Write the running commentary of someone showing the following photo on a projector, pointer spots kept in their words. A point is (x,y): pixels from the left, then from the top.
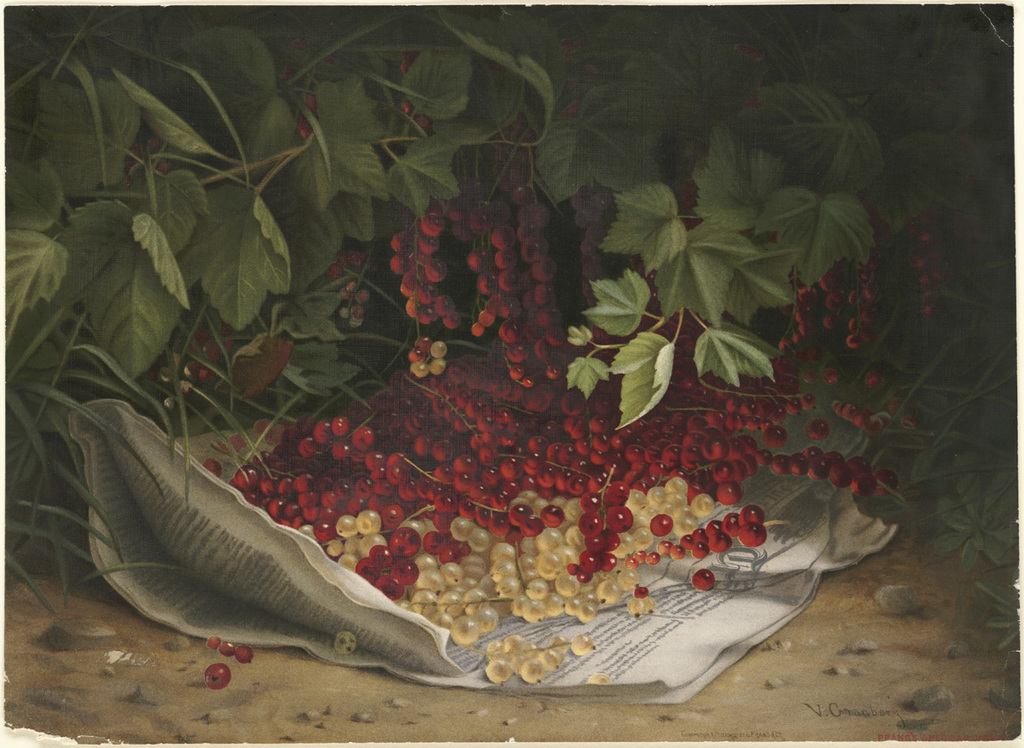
In the picture I can see plants (611,318) and berries (562,368). Some berries (592,563) are on a paper (497,633). These berries (402,436) are red and yellow in color.
